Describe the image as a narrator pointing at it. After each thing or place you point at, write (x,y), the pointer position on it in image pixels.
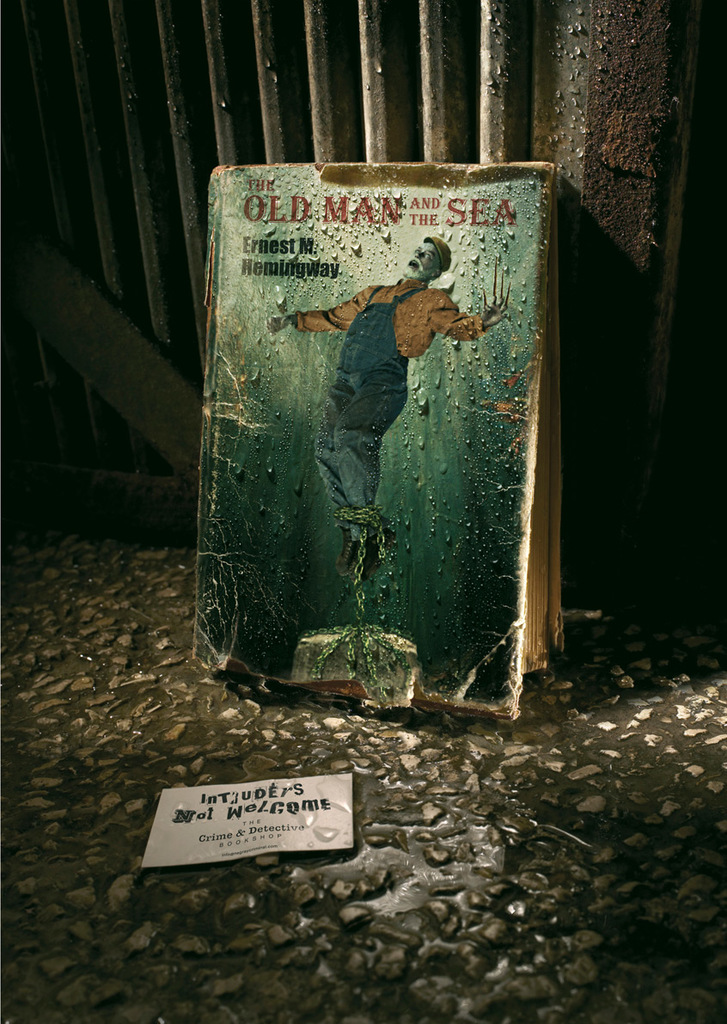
In this picture I can see there is a book (434,464) here, it has a picture (399,308) of an old man (373,486) and there is something written on it. In the backdrop (98,382) there is a fence (554,64) and the floor (571,935) is covered with water (324,868) and pebbles (247,905).
